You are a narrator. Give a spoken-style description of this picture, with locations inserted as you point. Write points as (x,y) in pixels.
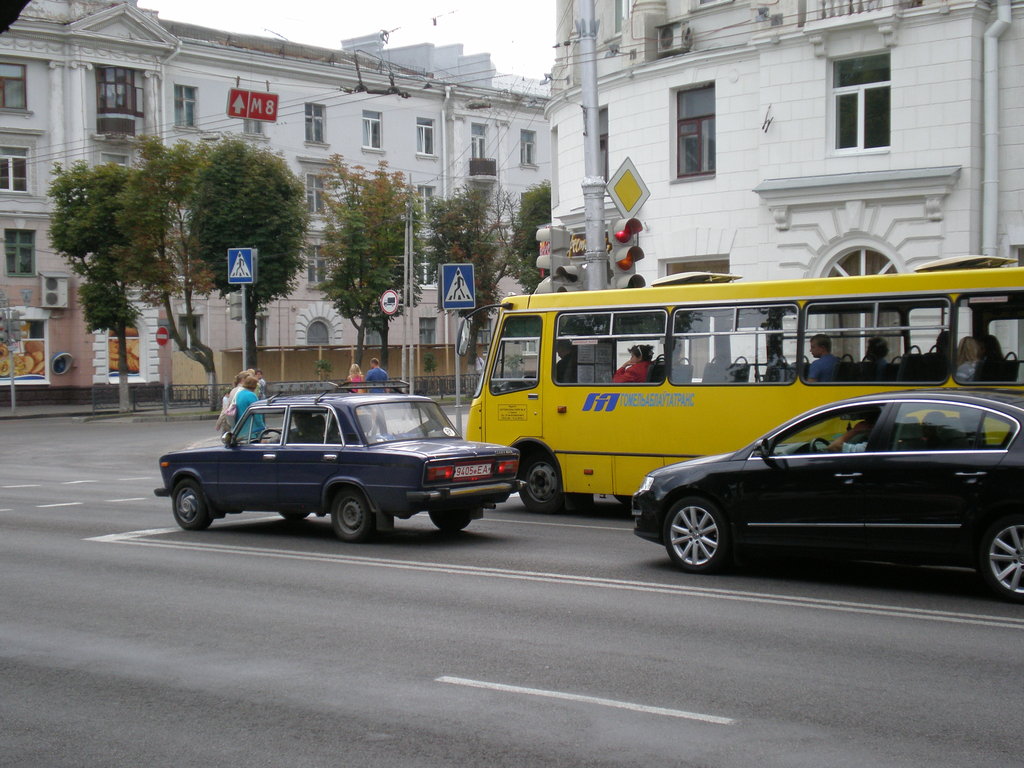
In this image in the center (396,430) there are cars (442,411) moving on the road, there are persons (254,398). In the background (455,195) there are buildings (636,147), poles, trees (361,270) and the sky (224,16) is cloudy.
